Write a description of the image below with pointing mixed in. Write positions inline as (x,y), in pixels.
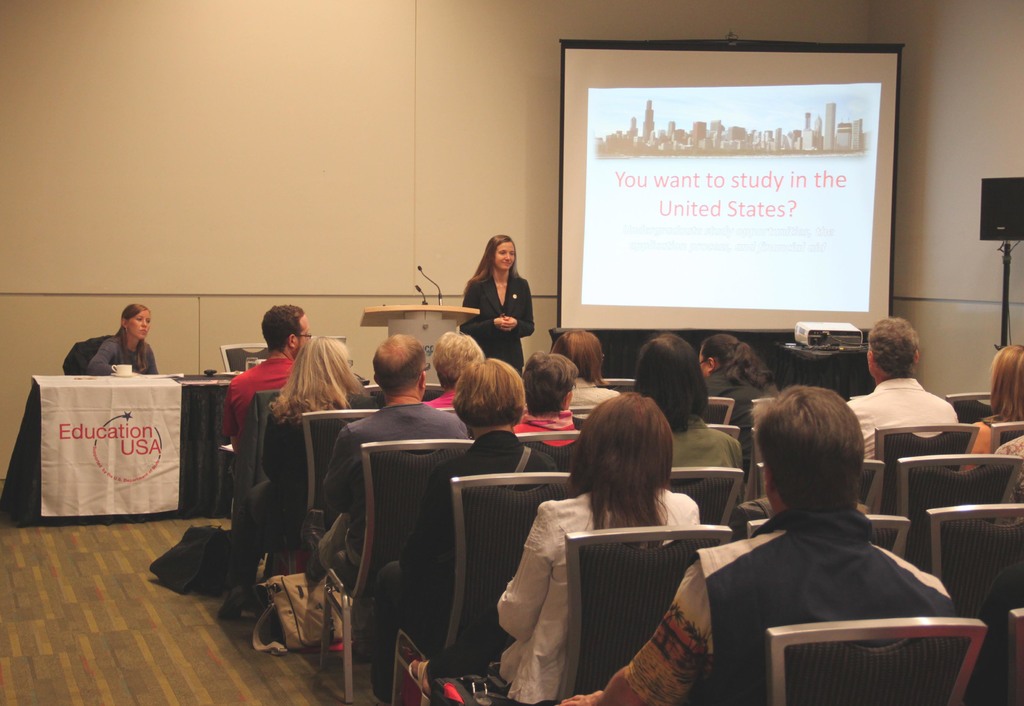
In this image I can see so many people (544,689) sitting on the chairs (414,505), in-front of them there is another lady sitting behind the table (5,490) and another lady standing beside the mic stand (442,315), also there is a projector screen (581,228) at back.
